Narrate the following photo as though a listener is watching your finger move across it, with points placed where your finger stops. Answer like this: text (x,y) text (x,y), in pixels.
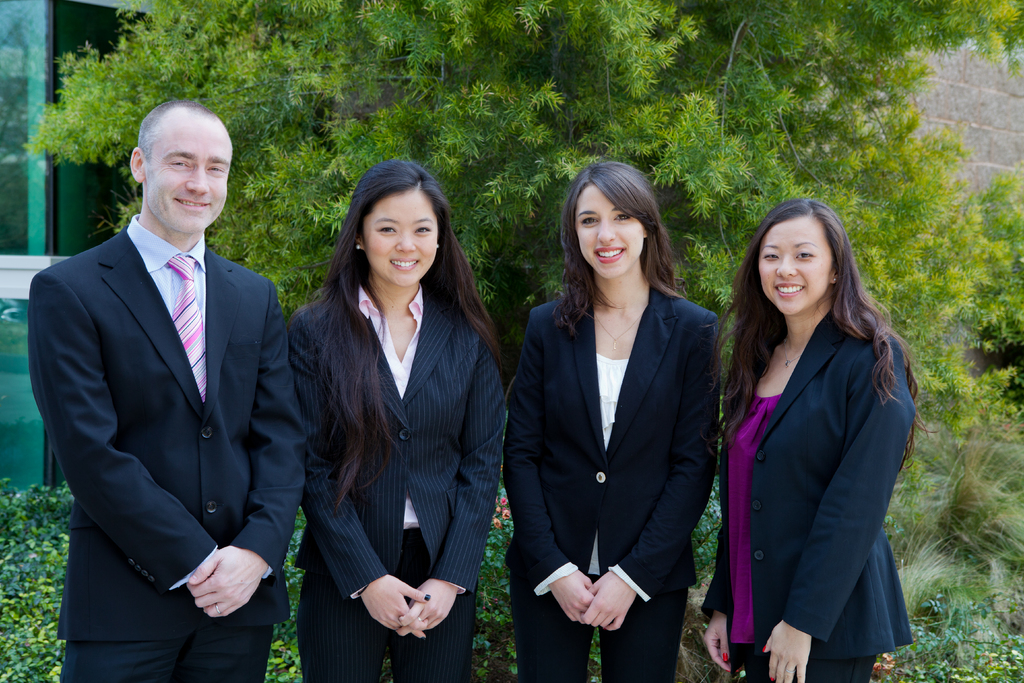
In this image, we can see four persons (355,455) are standing side by side. They are watching and smiling. Background (996,129) we can see plants (957,627), trees (760,20), walls (997,103) and glass objects (26,412).
